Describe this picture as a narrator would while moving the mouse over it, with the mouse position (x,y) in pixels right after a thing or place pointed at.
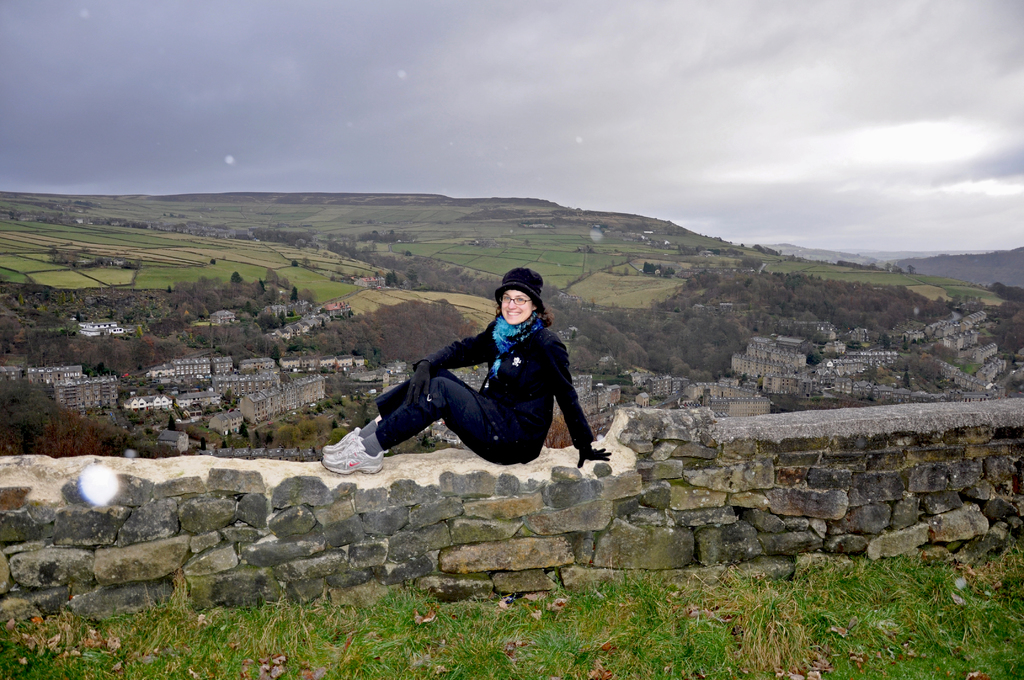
In the picture we can see a rock wall (533,586) on it, we can see a woman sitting and she is in a black dress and smiling and behind her we can see trees (61,354), rocks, plants (20,341), hills (191,252) and behind it we can see a sky (286,164) with clouds (869,183).
